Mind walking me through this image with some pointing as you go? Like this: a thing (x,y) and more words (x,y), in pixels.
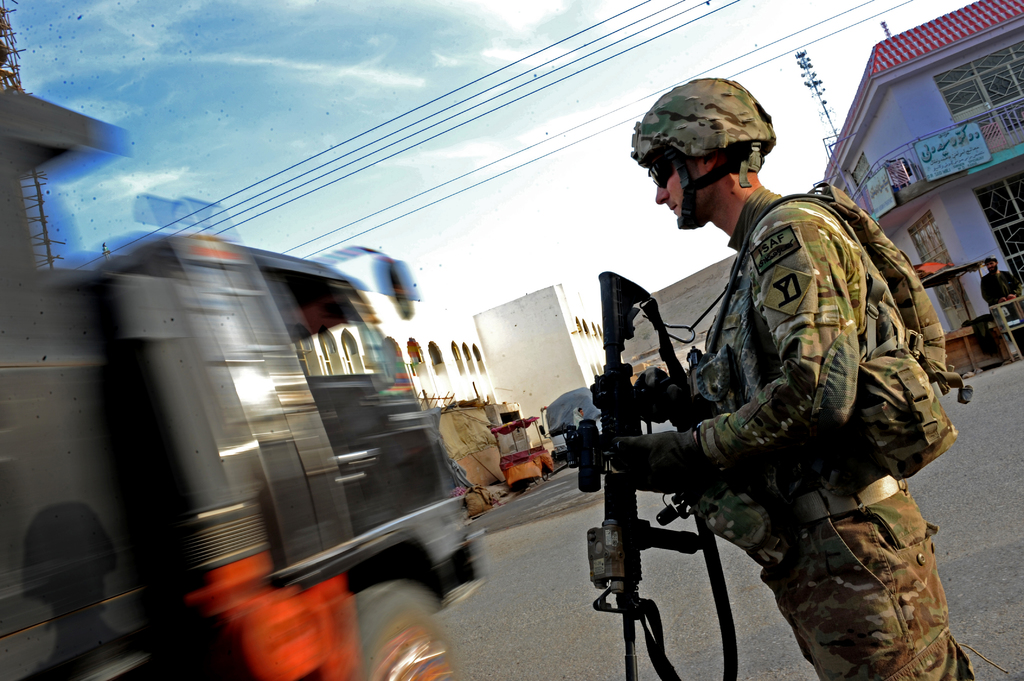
On the right side of this image (768,435) there is a person (742,276) wearing uniform (813,485), holding a gun (608,409) in the hands (648,373) and standing facing towards the left side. On the left side (210,507) there is a vehicle (251,543) on the road (504,585). In the background (444,364) there are some buildings (540,340). On the right side (991,281) there is a person (994,294) standing in front of a table (999,339). In the background (504,435) there are some other vehicles (519,479) on the road (516,511). At the top of the image (254,79) I can see the sky (214,83) and also there are some wires (356,136).
